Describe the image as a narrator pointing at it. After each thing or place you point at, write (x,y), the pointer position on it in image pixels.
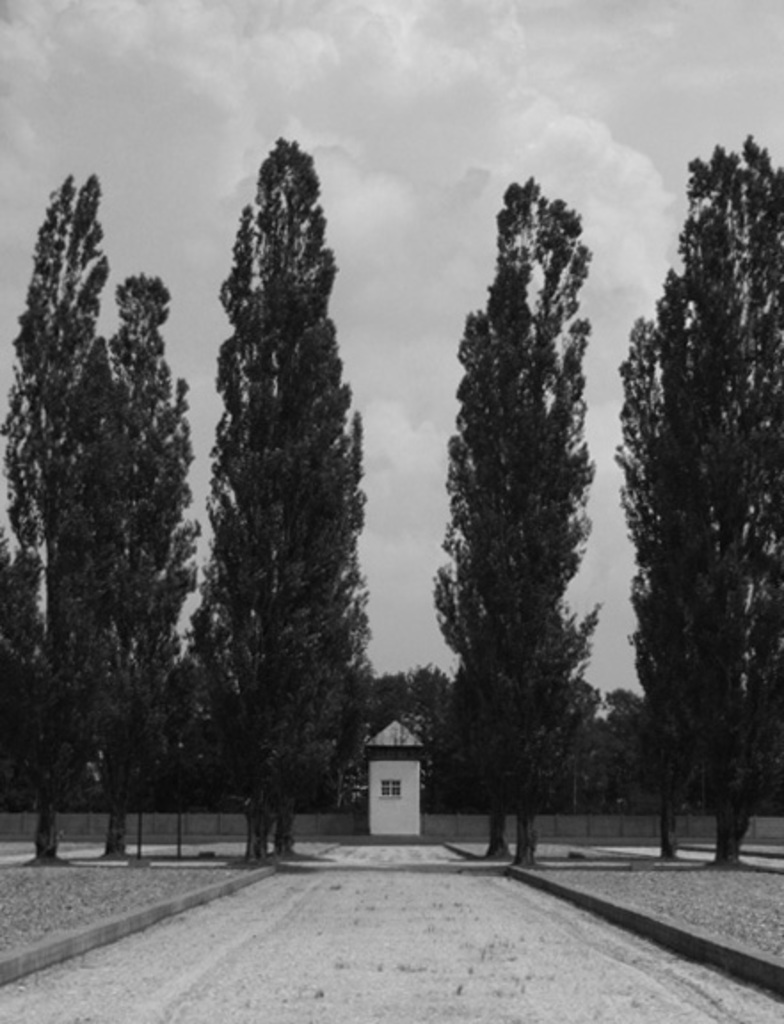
As we can see in the image there are trees (266,549), house (417,791) and sky (450,341).
